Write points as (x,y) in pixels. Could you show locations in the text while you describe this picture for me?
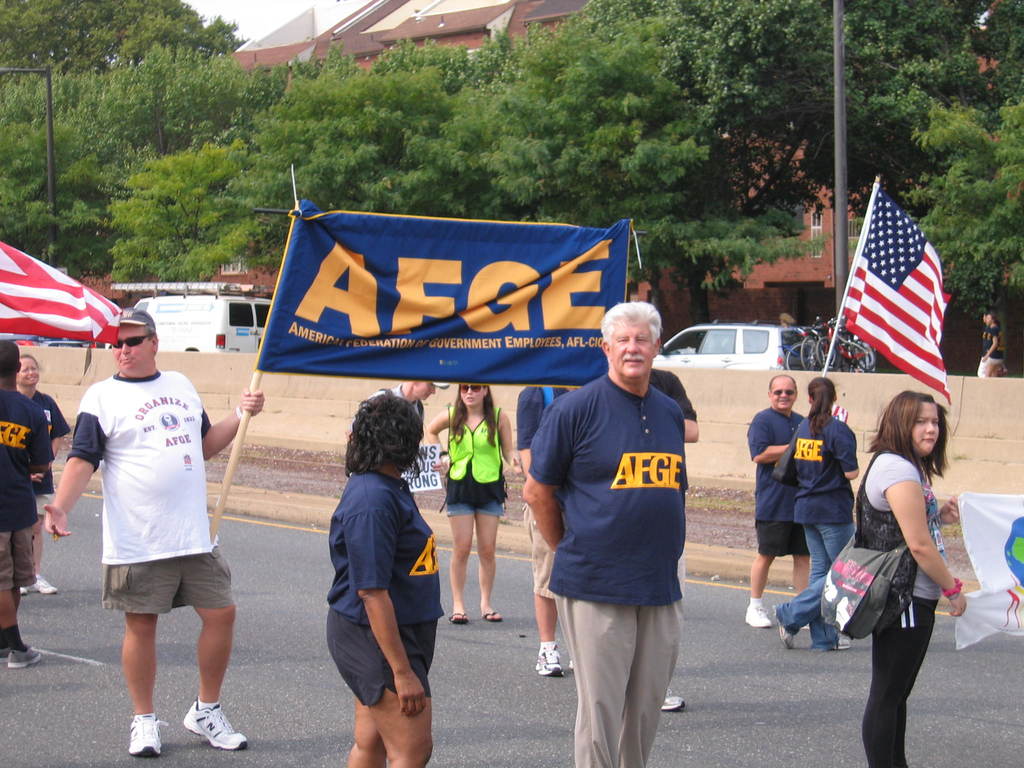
In this image I can see group of people (433,435) standing and I can also see few flags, banners (423,273). In the background (68,187) I can see few vehicles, trees (597,160) in green color, few buildings (322,26) and the sky (264,11) is in white color.
